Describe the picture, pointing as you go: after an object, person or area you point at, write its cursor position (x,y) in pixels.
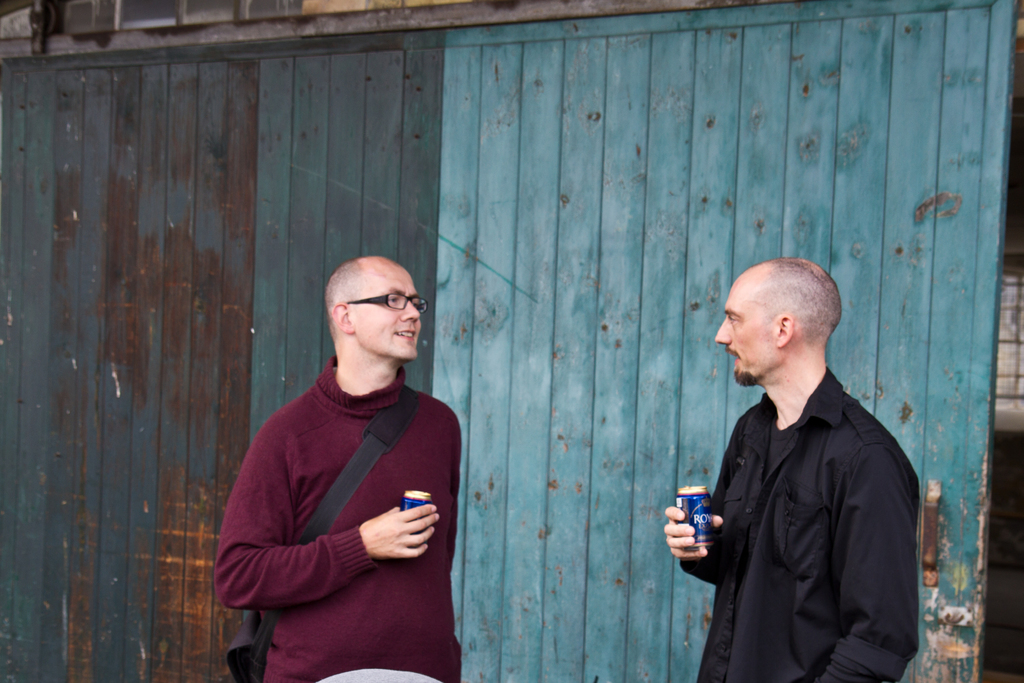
In this image I can see two men (908,550) are standing, holding tins (700,519) in their hands (690,530) and it seems like both are speaking to each other. The man (796,446) who is on the right side (817,494) is wearing a black jacket (875,562). The man (430,469) who is on the left side (280,486) is wearing a sweater (287,539) and a black color bag (346,480). In the background (541,204), I can see a wall (524,240) made up of wood (573,271).
